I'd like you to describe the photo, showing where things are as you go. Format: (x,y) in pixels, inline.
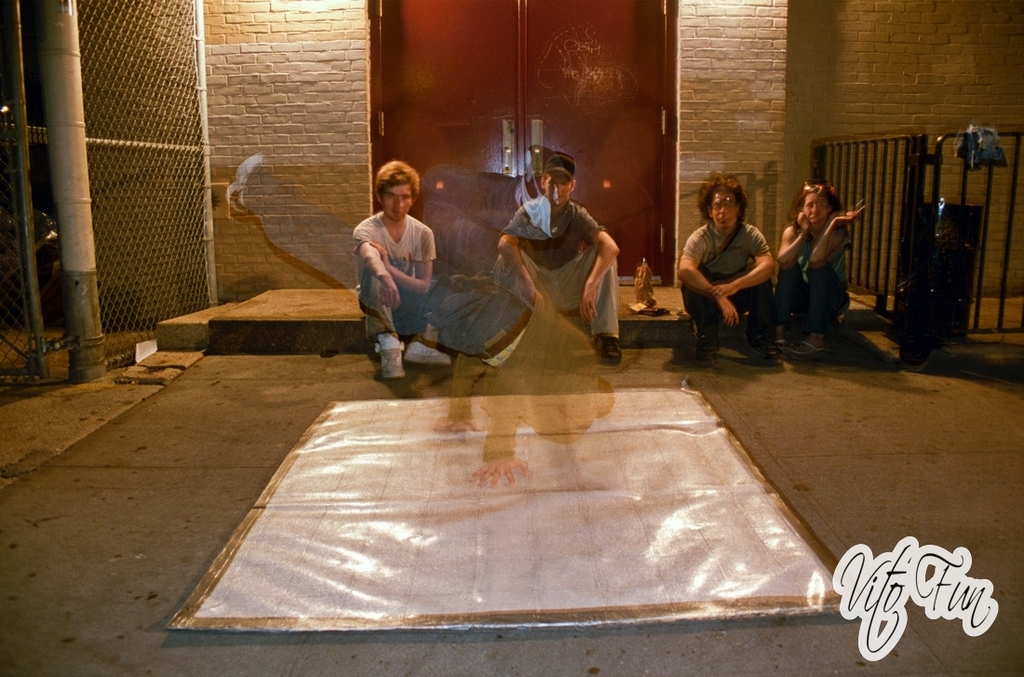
In this image I can see four persons (426,292) are sitting on a step (845,322), mat (737,510) on the floor (833,492) and a text (870,572). In the background (685,123) I can see a fence (121,144), wall (287,129) and a door (498,140). This image is taken may be during night.
